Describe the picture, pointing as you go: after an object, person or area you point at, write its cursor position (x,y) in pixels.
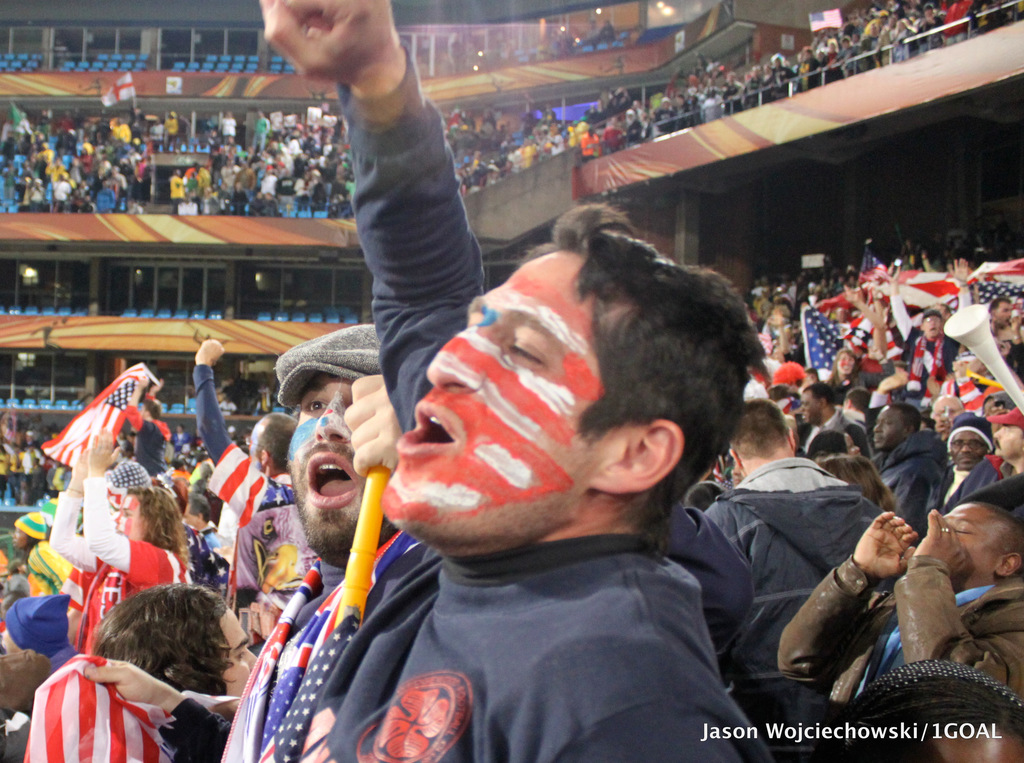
In front of the picture, we see a man (562,649) in the blue T-shirt (507,618) is standing and he is cheering. Beside him, we see a man (376,398) is standing and he is wearing a grey cap (308,370). He is holding a yellow color object (364,582) in his hands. On the right side (848,327), we see many people (939,573) are sitting on the chairs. We see a man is holding a flag (832,326) which is in white, red and blue color. On the left side (17,527), we see the people (81,559) are standing. We see a man (153,441) is holding a flag (93,424) in his hands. In the background (142,313), we see the empty chairs (61,316) which are in blue color. At the top (282,141), we see the people (58,184) are sitting on the chairs (755,75). This picture might be clicked in the stadium (840,113).
